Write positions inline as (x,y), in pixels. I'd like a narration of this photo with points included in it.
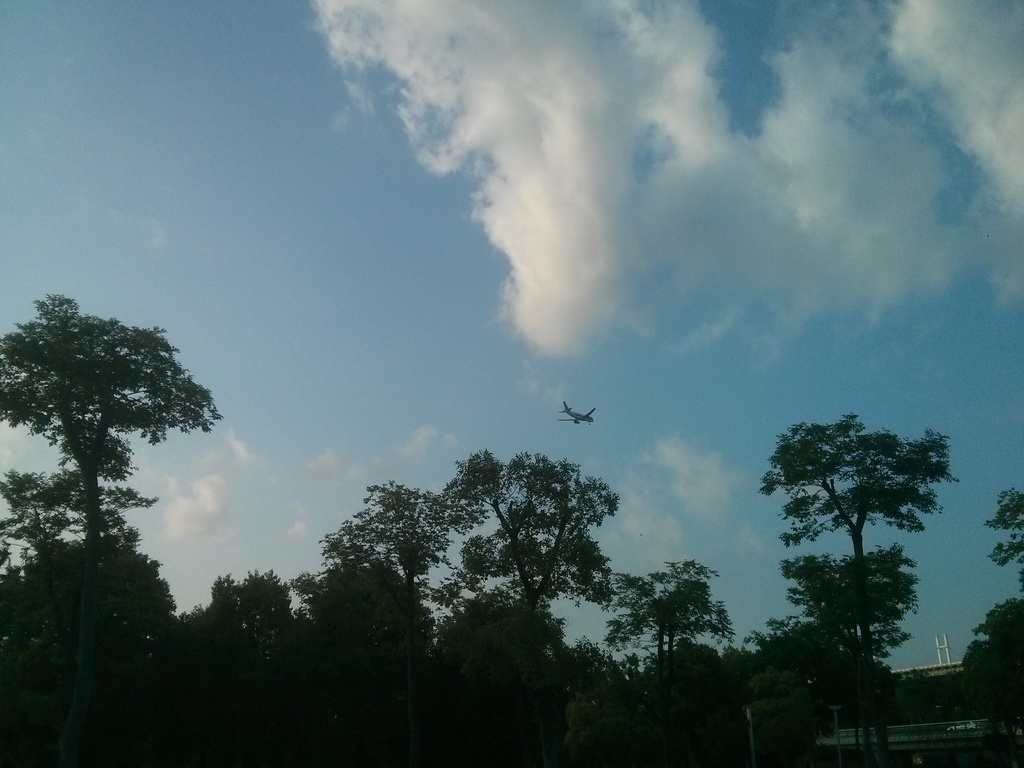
In this image I can see trees (545,624). In the background (598,439) I can see an aeroplane (583,414) and the sky (507,297).
